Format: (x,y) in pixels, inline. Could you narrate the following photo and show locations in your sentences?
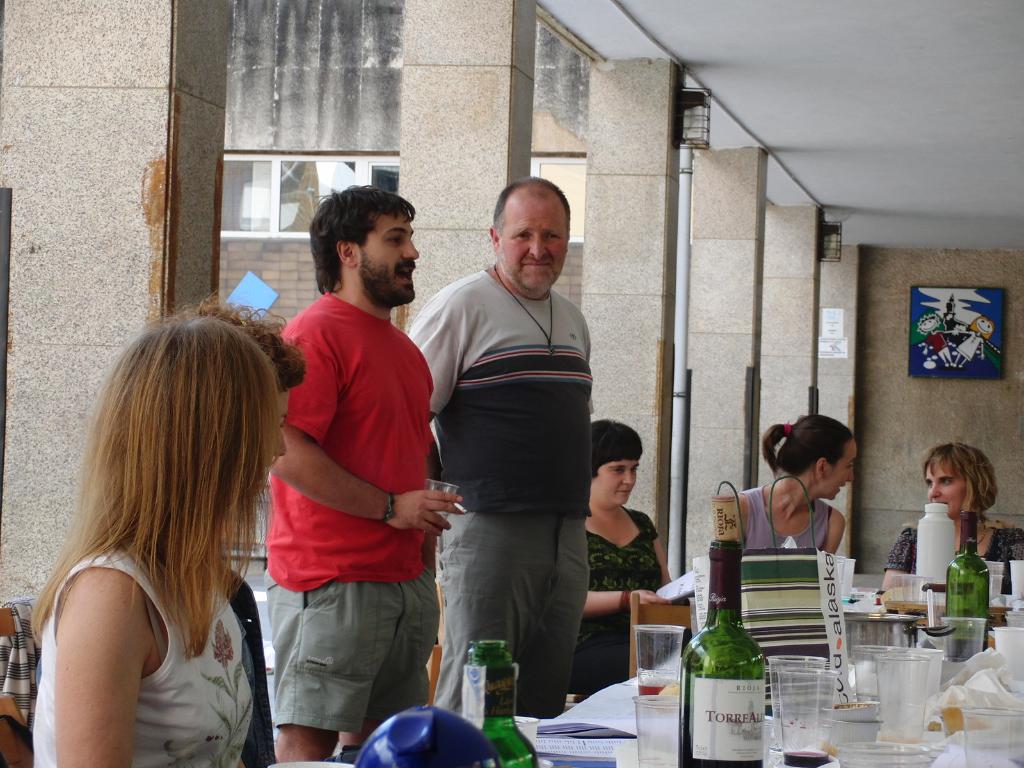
in the picture we can see two people (434,325) standing on floor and four women (605,450) sitting on chair (673,617) in front of them there was a table (775,726) on the table (806,671) we can find a glasses (810,727) and bottles (725,652).
